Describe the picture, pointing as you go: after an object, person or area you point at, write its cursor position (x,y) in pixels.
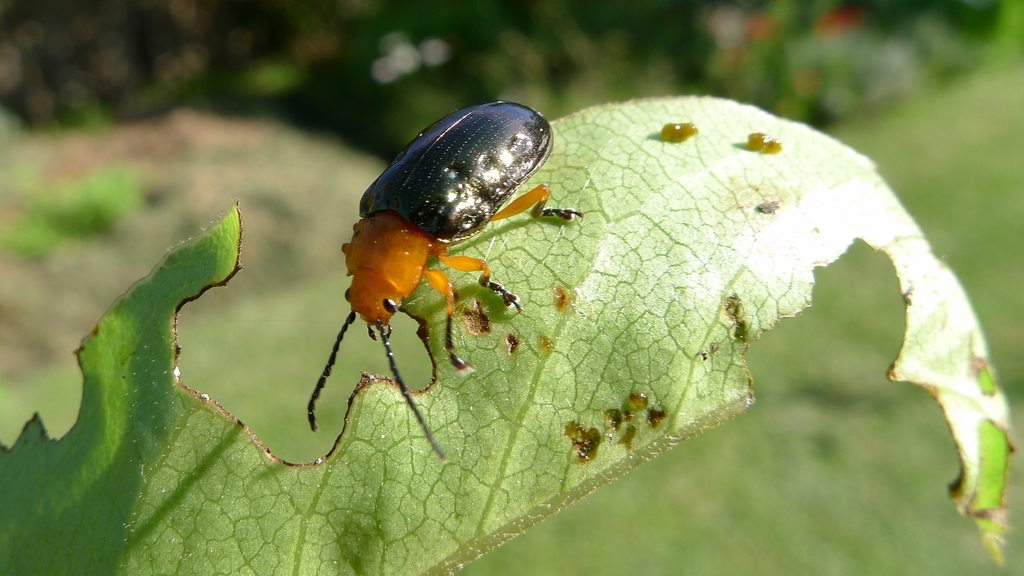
In this image I can see an insect (463,230) which is in black and brown color. It is on the leaf (558,178). I can see the blurred background (317,333).
